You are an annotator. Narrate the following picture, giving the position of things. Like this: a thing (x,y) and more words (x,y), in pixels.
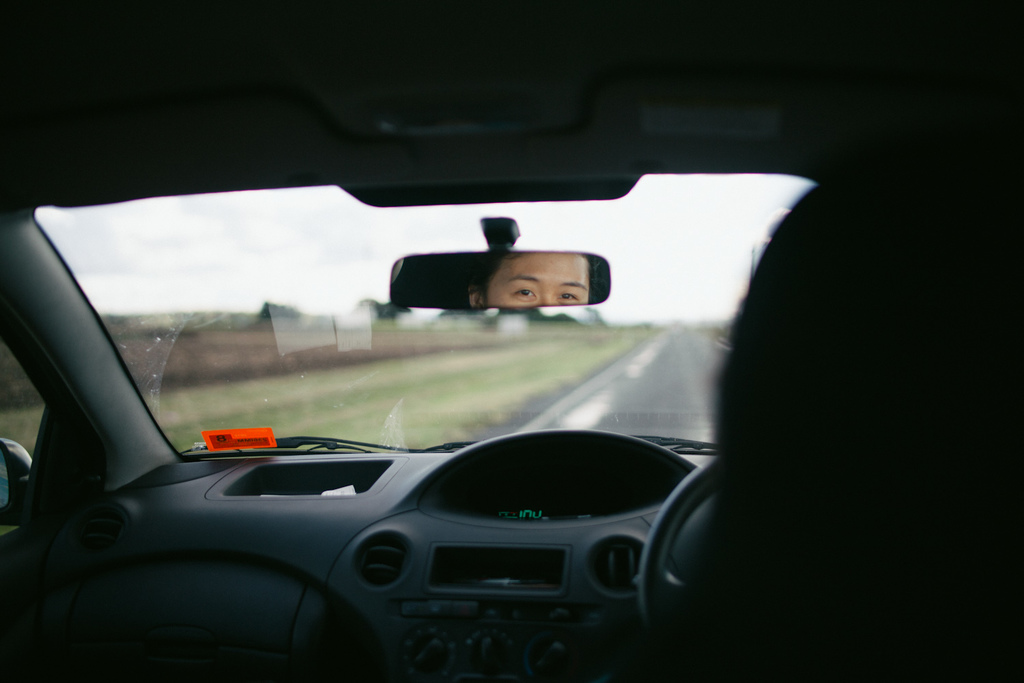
This is an inside view of a car (329,637). We can see a person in the mirror (493,257). There is a road (605,414).
